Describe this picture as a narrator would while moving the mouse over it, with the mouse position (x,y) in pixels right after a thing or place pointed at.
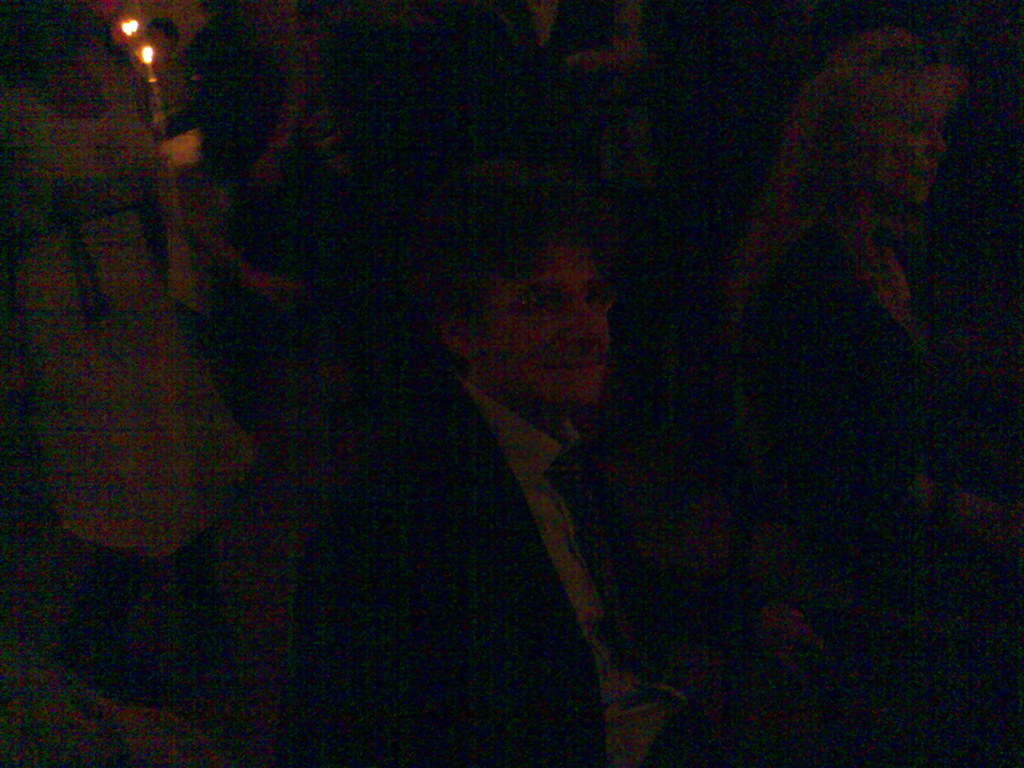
In this image I can see a person (504,331) and lights (142,60). The image is dark.
